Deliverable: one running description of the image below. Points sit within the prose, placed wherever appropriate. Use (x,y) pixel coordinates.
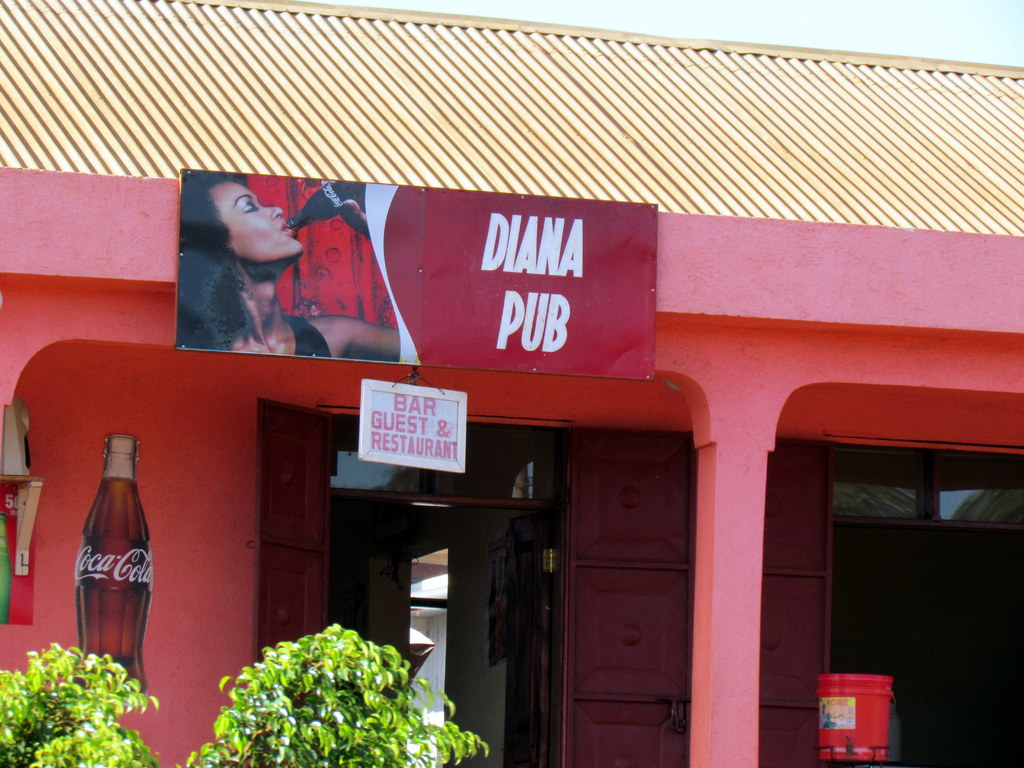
In this image in the center (370,358) there is a building (422,498) and there is a board (377,270) with some text (553,271) written on the board (446,309). In the front (105,697) there are plants (271,711) and the sky (841,13) is cloudy. In front of the wall (170,518) there is a red colour object (862,702) and on the wall (80,536) there is a drawing (119,557) of a bottle (122,552).
